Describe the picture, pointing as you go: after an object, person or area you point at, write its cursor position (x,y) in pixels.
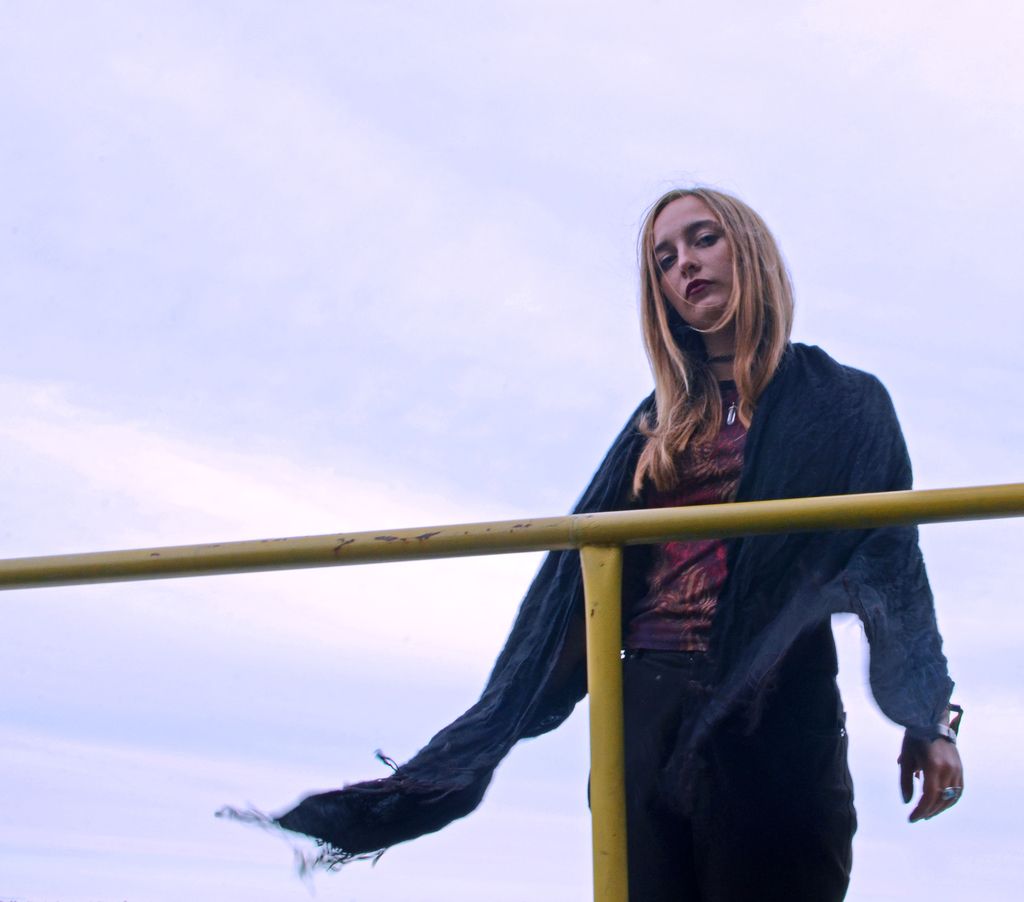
In this image in the foreground (681,634) there is one woman (694,415) who is standing, and there is one pole (603,561). In the background (547,781) there is sky (272,260).
